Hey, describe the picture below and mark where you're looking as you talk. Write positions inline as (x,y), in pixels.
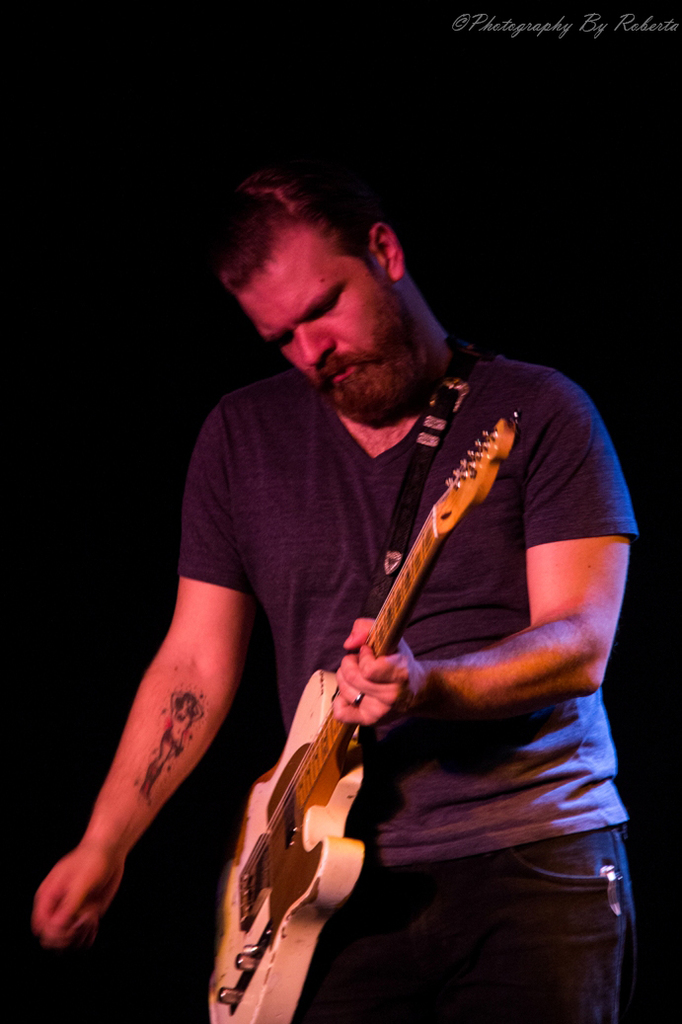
in this image there is a musician (401,699) standing and holding a musical instrument (300,802) in his hand (373,657).
